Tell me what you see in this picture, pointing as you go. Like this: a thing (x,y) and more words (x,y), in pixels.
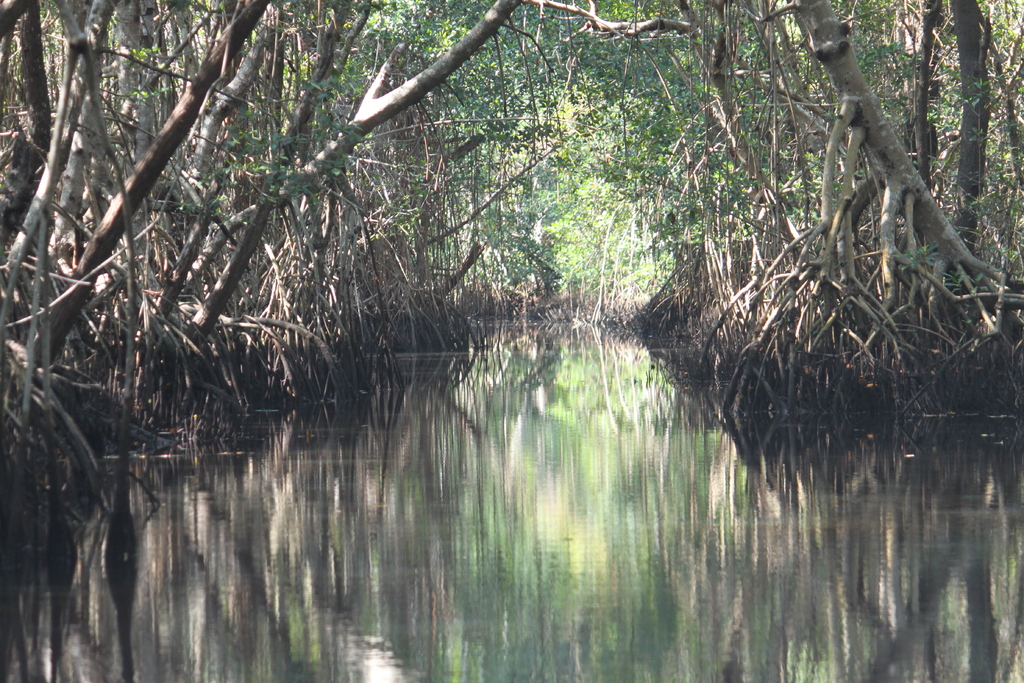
In this image I can see the water (427,578). On both sides I can see the dried trees (168,280). In the background (536,148) I can see many green trees (520,126).
